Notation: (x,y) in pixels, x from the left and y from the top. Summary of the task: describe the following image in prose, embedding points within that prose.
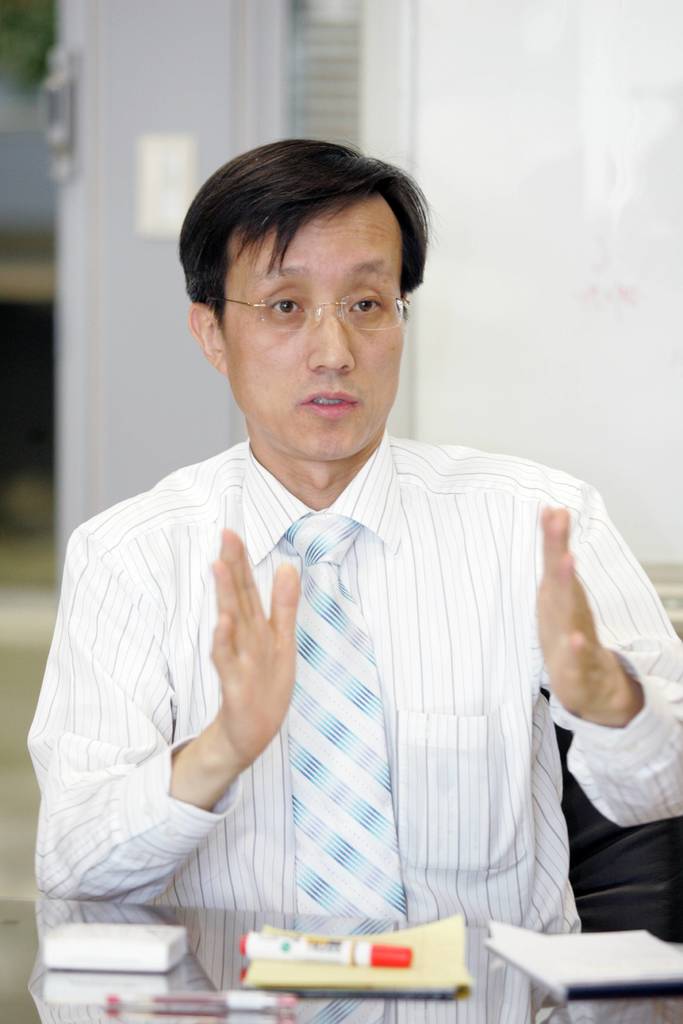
In this image there is a man (344,905) sitting in a chair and talking about something in the table (145,920) and in table (132,920) there are marker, notepad (658,957), pen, and the back ground there is a door (117,473).
